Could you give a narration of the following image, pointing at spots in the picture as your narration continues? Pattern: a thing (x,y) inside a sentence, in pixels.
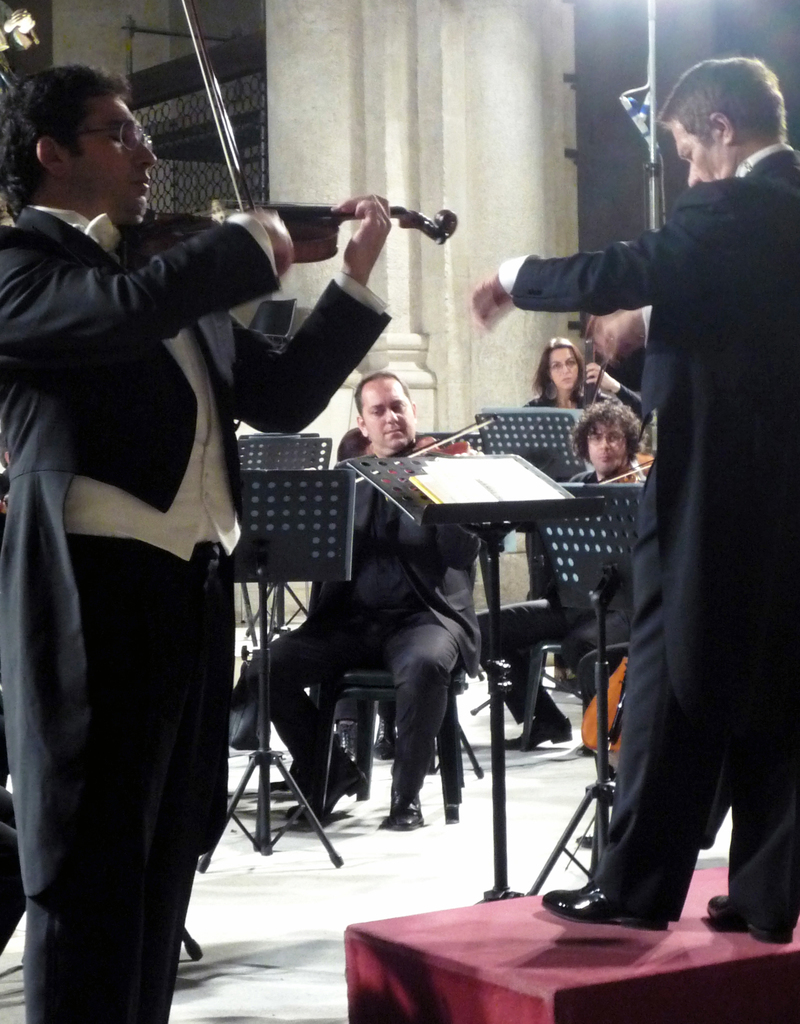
We can see three persons (460,600) sitting on chairs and playing musical instruments (618,479). We can see two men (639,575) standing here and one playing a violin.
